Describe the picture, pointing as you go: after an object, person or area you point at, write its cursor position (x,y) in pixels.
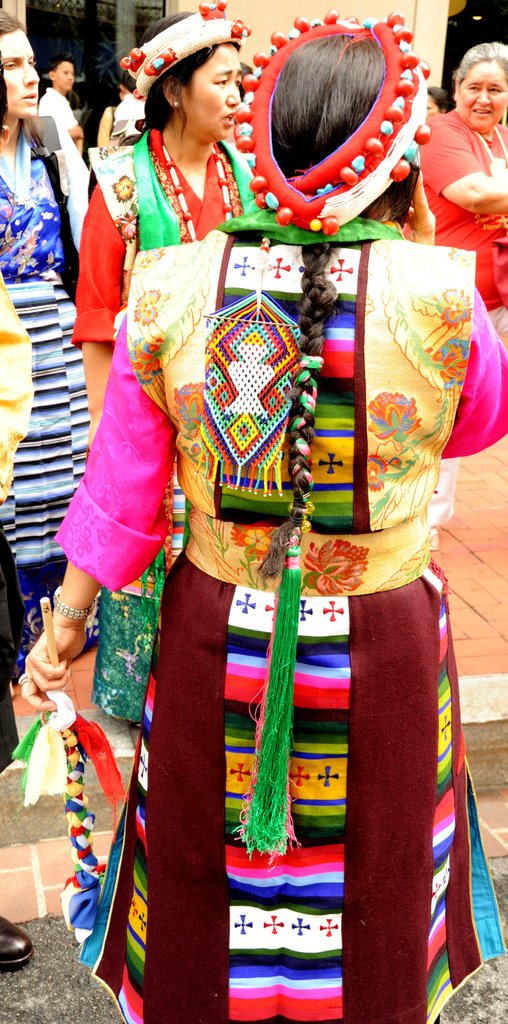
In this image we can see a group of people (255,172) standing on the ground (27,981). One woman (258,753) is holding a mobile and a stick (63,713) in her hands (54,670). At the top of the image (61,26) we can see glass doors (54,26) and a wall (420,10).
